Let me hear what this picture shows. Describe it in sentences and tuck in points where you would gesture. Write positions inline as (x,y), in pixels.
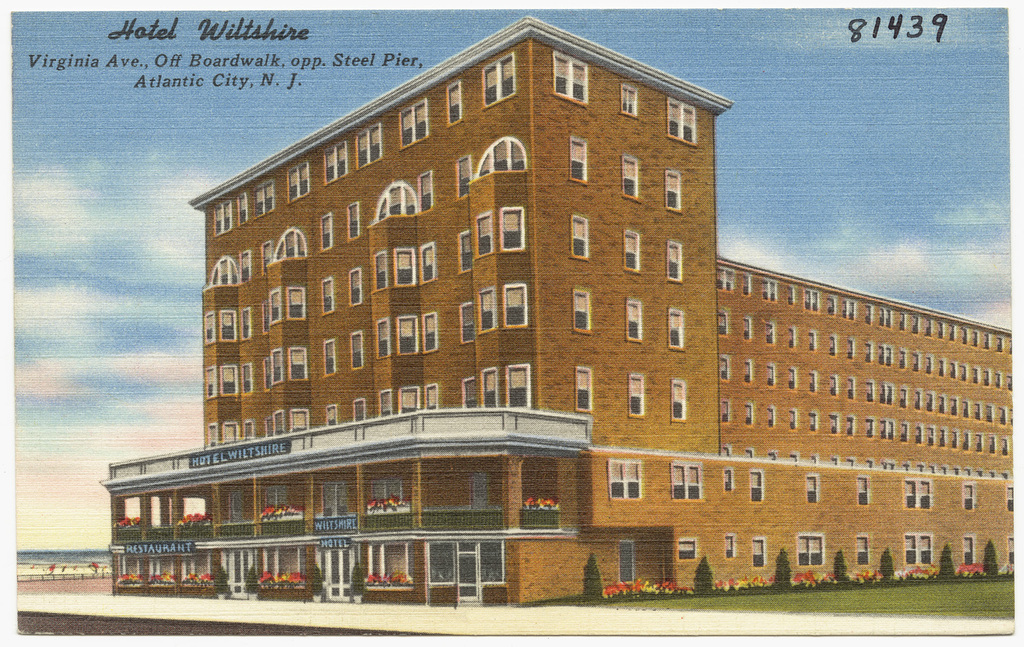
In this picture we can see painting image. Here we can see building (698,430). On the bottom (592,589) we can see plants (789,574), flowers (830,575) and grass (861,611). On the left (76,552) we can see water (50,550). On the top (928,183) we can see sky (917,216) and clouds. Here we can see watermark (295,62).
